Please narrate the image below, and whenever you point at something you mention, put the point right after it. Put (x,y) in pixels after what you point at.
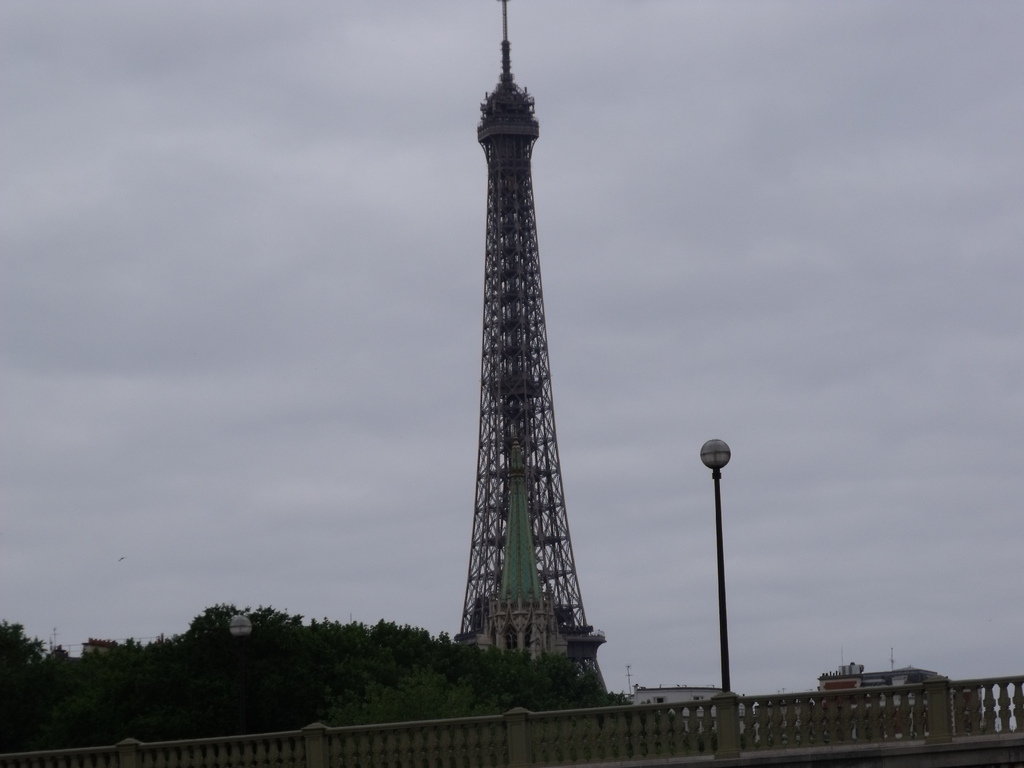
In the center of the image (527,317), we can see a tower (509,473) and in the background (395,662), there are buildings (856,680), trees (455,683) and we can see a pole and a bridge (634,716).
